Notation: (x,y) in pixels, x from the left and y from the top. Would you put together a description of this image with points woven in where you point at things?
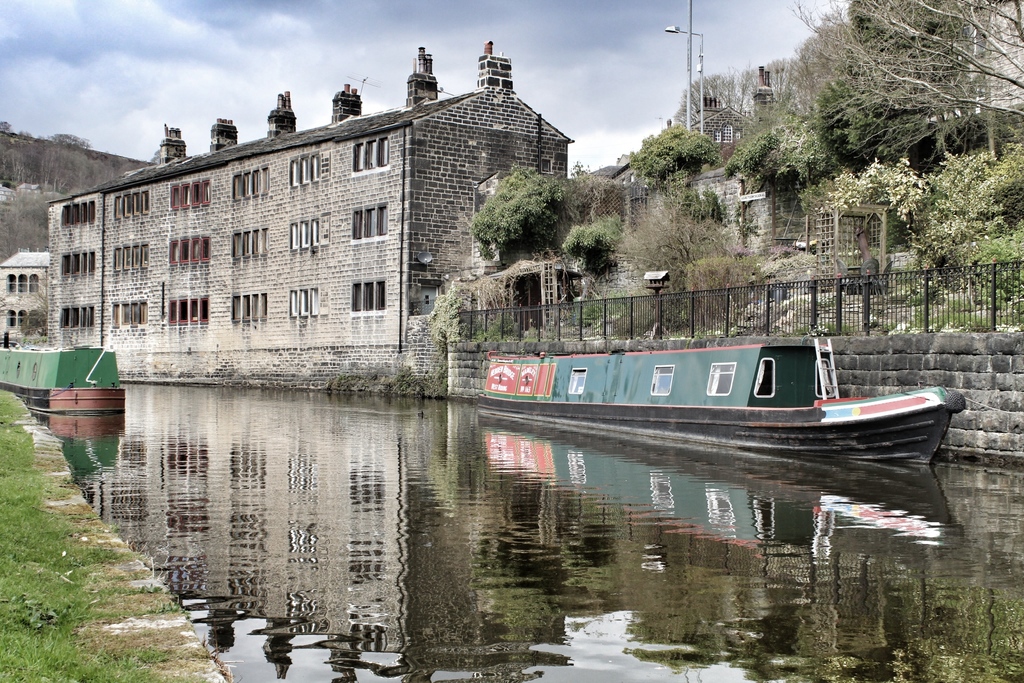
In this image, we can see a river (300,634) and there is a boat (790,446) in the river (602,679), there are some green color trees (845,191), there is a building (445,247) and at the top (728,67) there is a sky (335,39) which is cloudy.
